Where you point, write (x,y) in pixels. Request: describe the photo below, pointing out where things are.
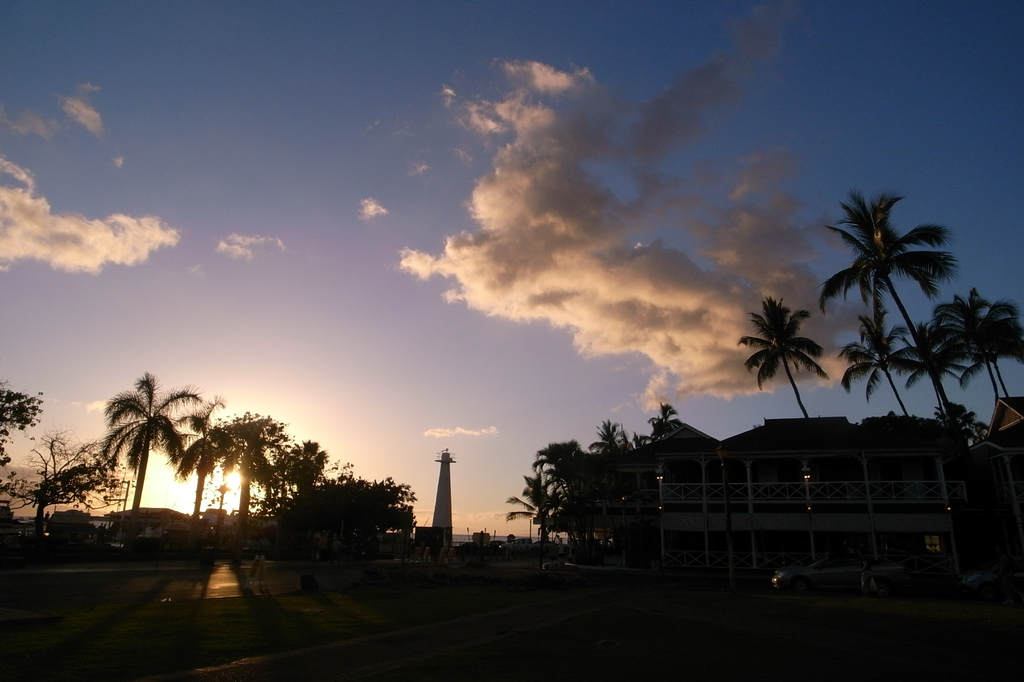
In the picture we can see a path (497,612) and on the other sides we can see plants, trees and buildings (788,528) and behind it we can see a sky (434,375) with clouds (603,318).
